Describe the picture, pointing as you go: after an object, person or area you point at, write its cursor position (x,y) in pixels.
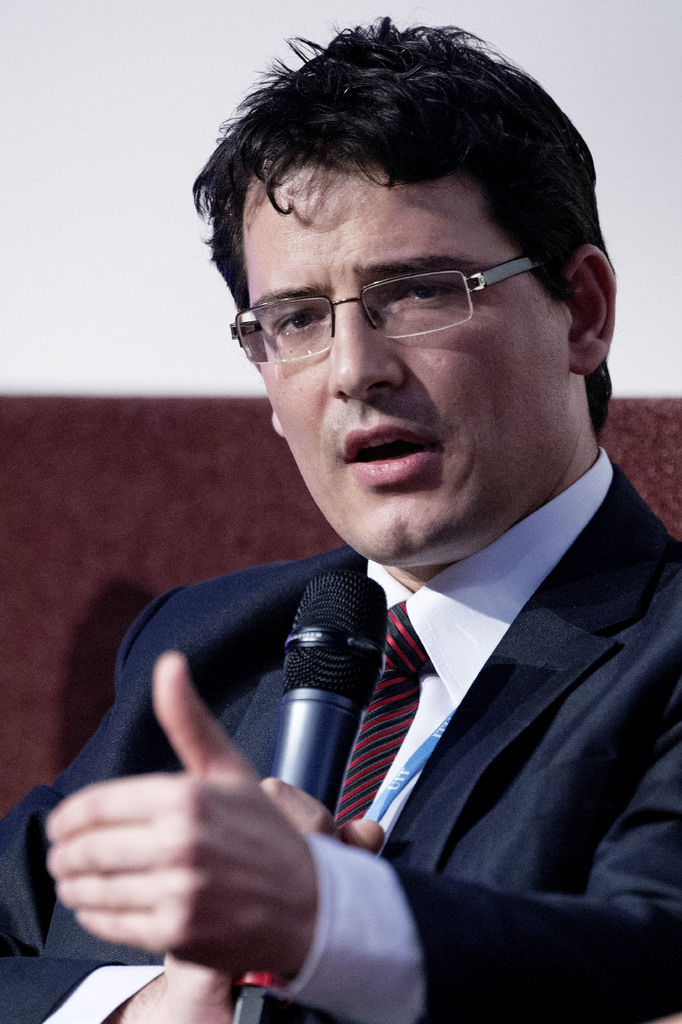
In this image, we can see a man (508,489). He is holding a microphone (316,732). He wear tie (389,730), shirt (411,726), tag (424,763) and jacket (534,801). And he wear glasses (435,319). He is talking with the microphone (345,621).
